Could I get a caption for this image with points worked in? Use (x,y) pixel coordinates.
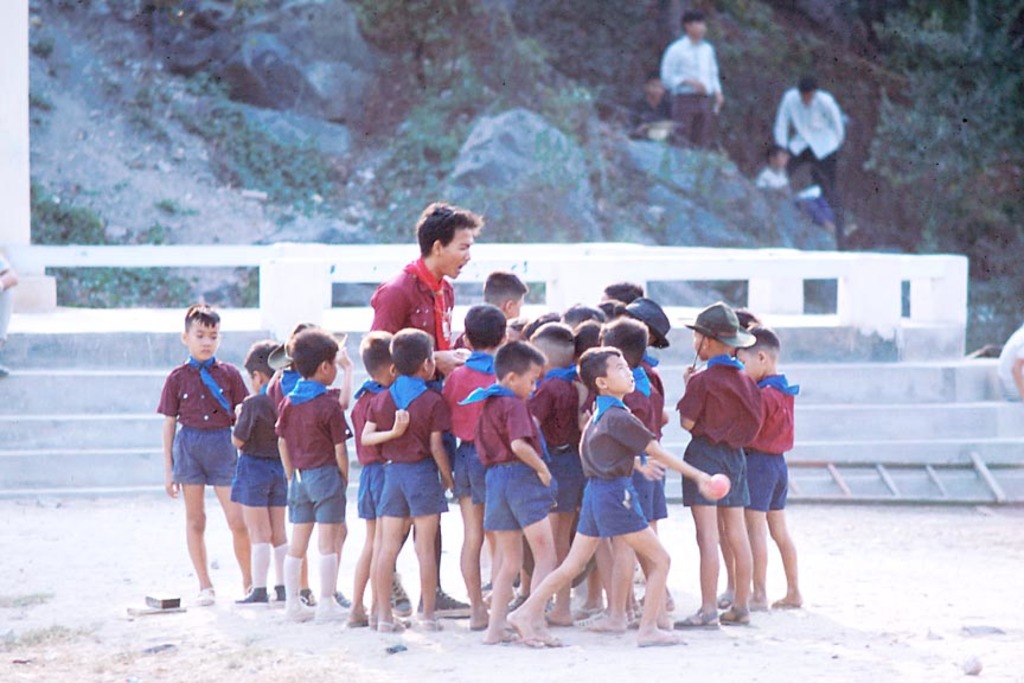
In this image we can see a few people (421,397), among them some are standing on the ground (364,641) and some are on the mountains (553,196), also we can see a staircase (105,400) and some trees (970,155).
